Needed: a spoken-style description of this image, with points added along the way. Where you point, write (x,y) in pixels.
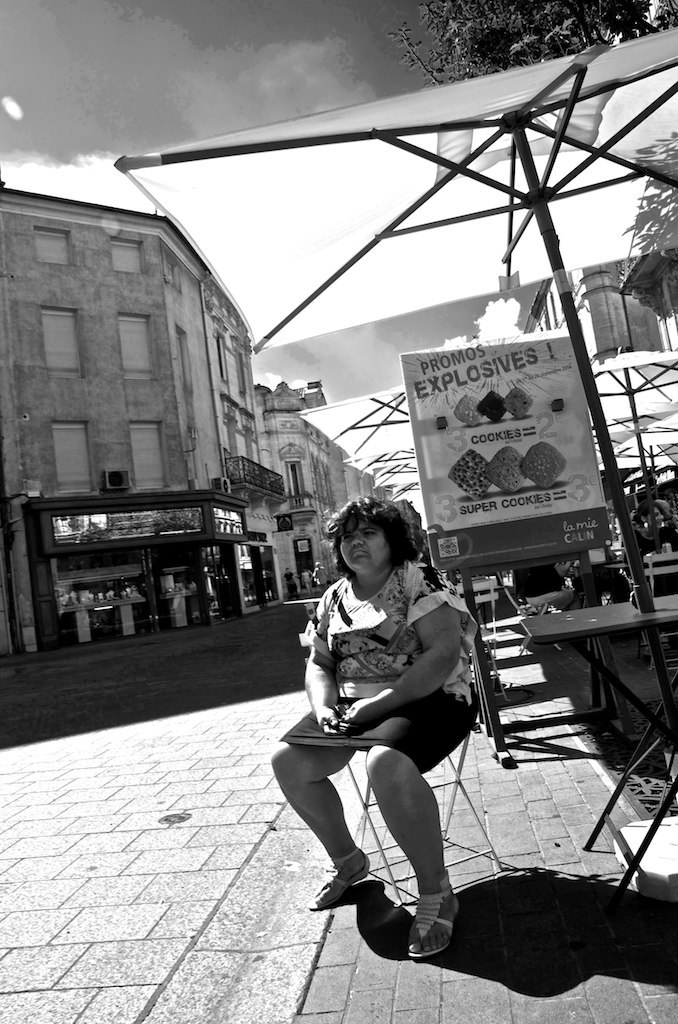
In this image, we can see a lady (373,691) sitting on the chair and in the background (353,412), there are banners (432,374), tents (416,229), buildings (212,378), tables (554,615) and chairs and trees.
